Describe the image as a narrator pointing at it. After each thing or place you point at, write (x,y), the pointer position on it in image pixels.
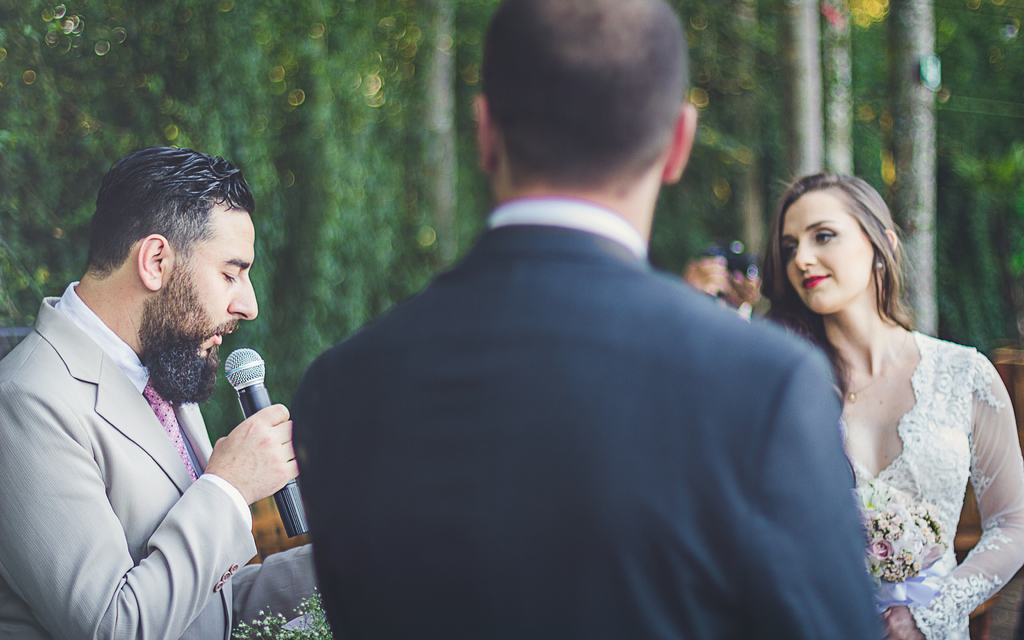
This picture describes a group of people (489,468) in the left side of the image (165,365) a man (195,420) holding a microphone (255,370) in his hand (280,474) in the background (293,117) we can see couple of trees (315,79).
